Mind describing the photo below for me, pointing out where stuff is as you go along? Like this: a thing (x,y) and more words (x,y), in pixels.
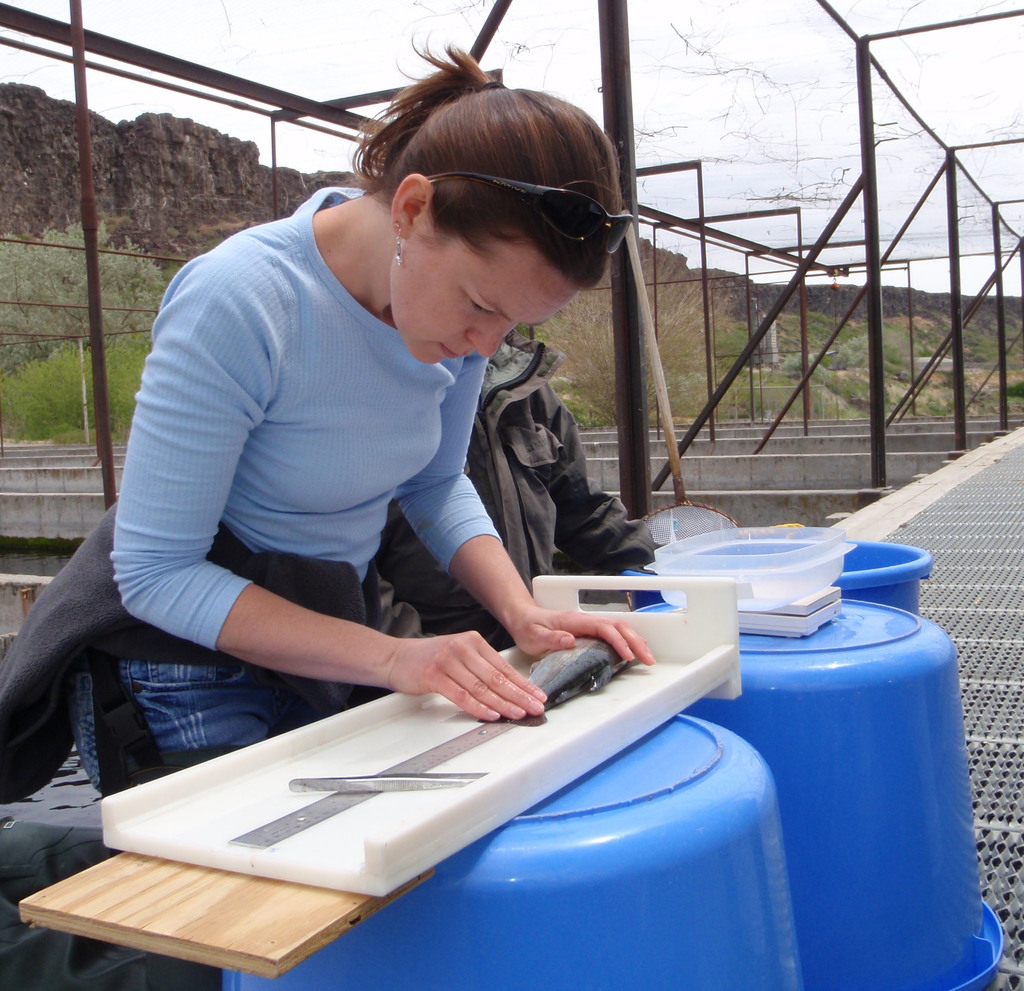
In this image, I can see the woman (217,408) standing. I can see a fish (558,665), which is on a cutting board (546,736). This cutting board (528,787) is placed on the tub (641,851). On the right side of the image (946,594), It looks like a pathway (976,572). In the background (151,186), I can see the iron poles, hills (194,189) and the trees (606,336). There is a jacket (532,455) beside the woman (410,473).
